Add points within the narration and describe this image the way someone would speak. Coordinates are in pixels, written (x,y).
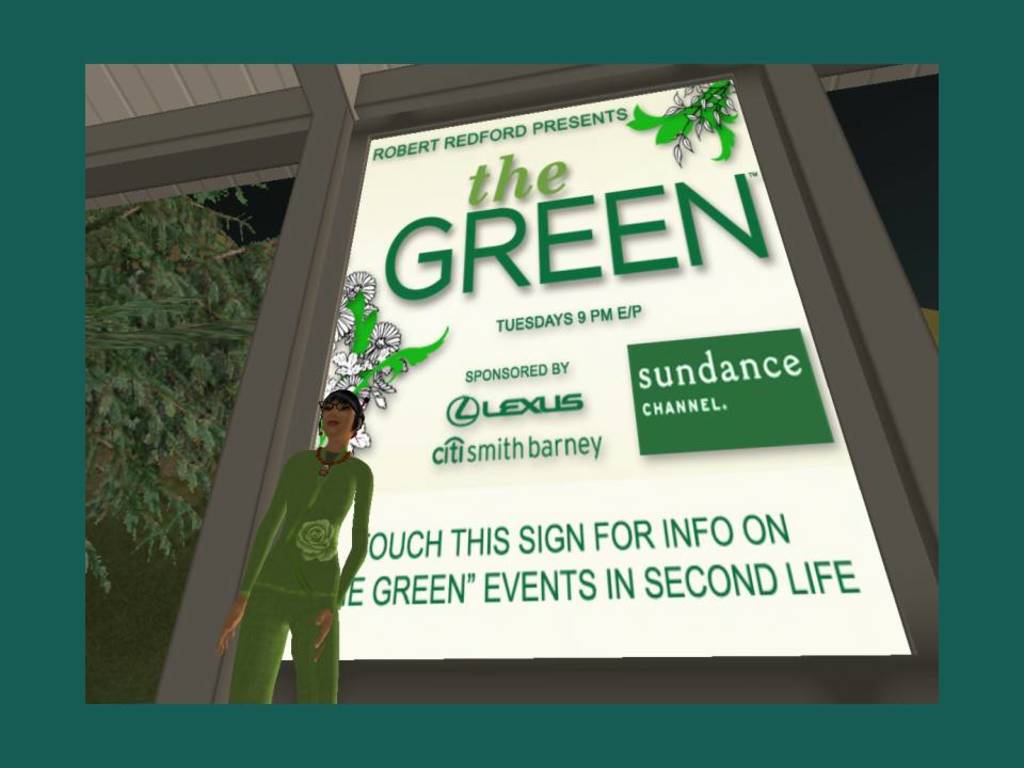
In this picture there is a animated poster (334,481) of a girl (314,594) wearing green dress (323,545). Behind there is a white color advertising poster (464,275). On the left side (130,395) we can see the tree (130,399).
